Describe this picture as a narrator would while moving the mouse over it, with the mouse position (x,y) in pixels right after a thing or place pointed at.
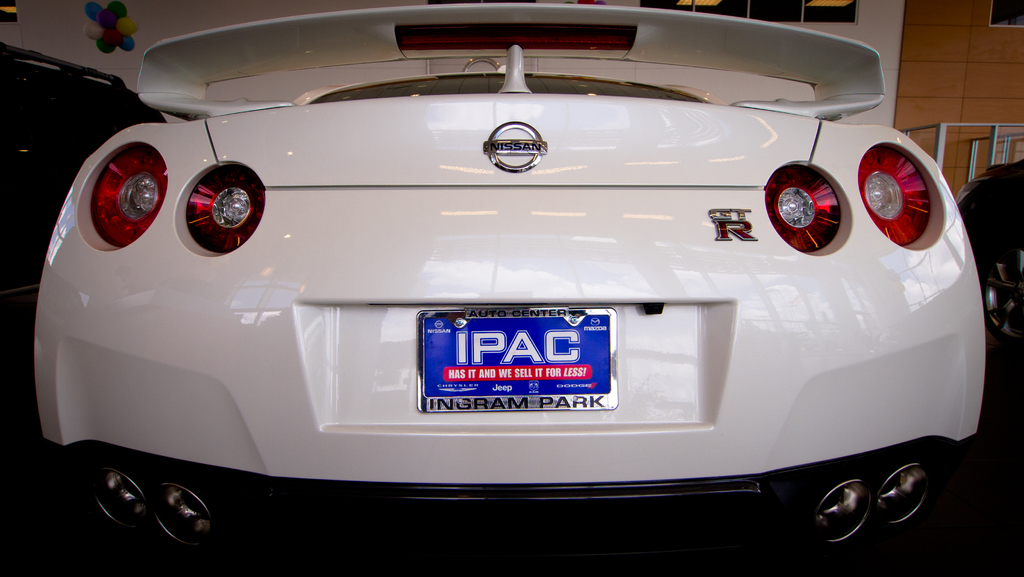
In this picture I can see the white car (430,184), beside that there are two black cars (997,288). In the back (982,98) I can see the wall (967,90) and glass partition (932,130). In the top left corner (85,8) there are different color balloons (115,39) were attached on the wall (70,27).
